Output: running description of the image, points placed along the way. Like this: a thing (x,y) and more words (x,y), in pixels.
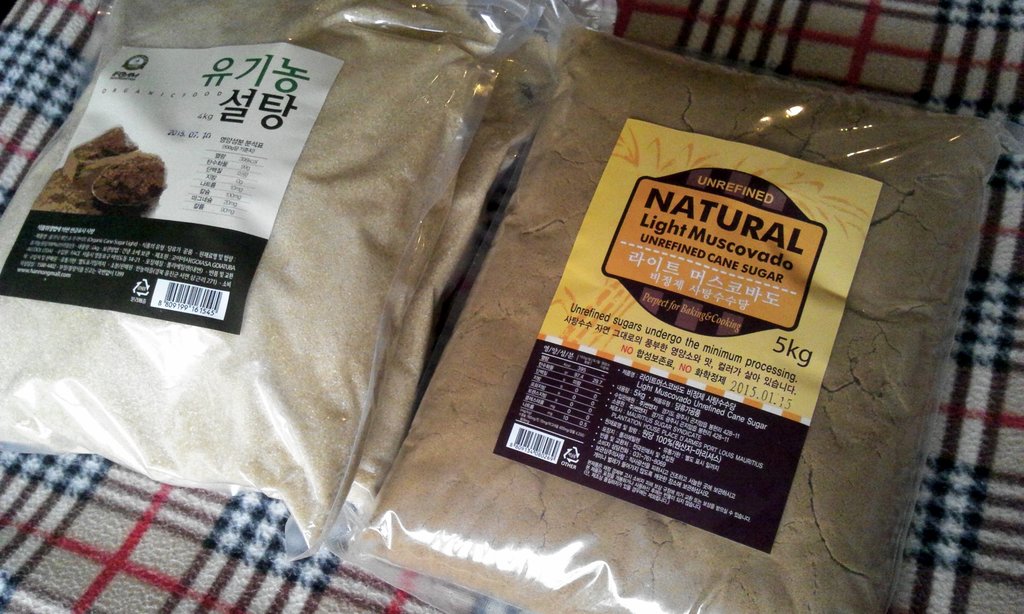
In this picture we can see the sugar packets (582,292) are present on a blanket (187,543).
